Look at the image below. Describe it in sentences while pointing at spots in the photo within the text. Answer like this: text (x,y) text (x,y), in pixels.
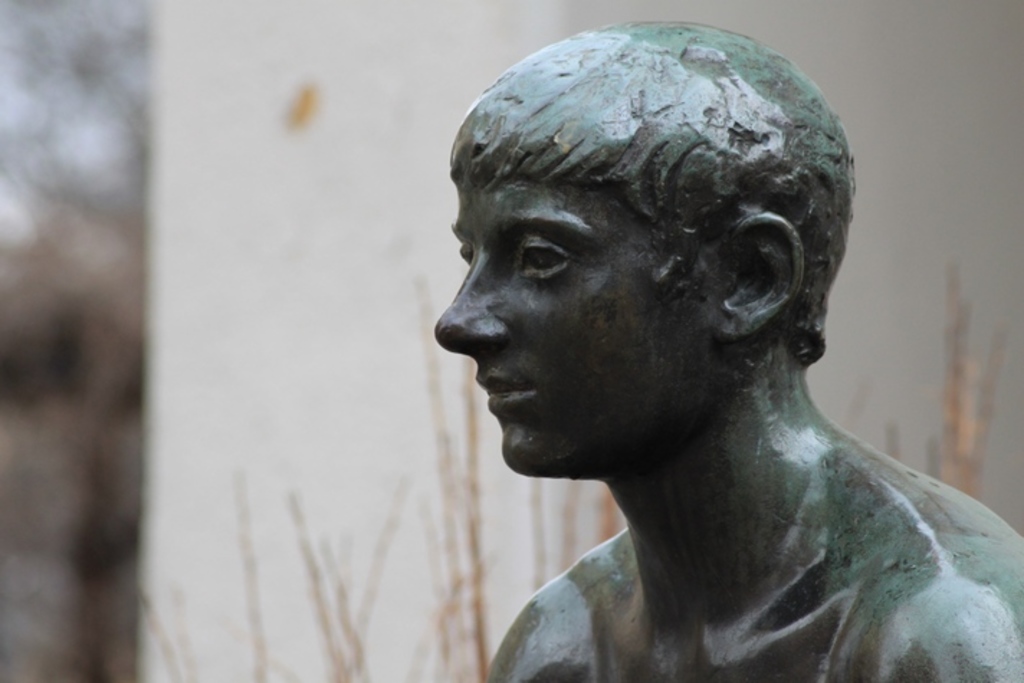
In this image we can see a statue (628,249). On the backside (397,220) we can see a wall (278,310) and some plants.
